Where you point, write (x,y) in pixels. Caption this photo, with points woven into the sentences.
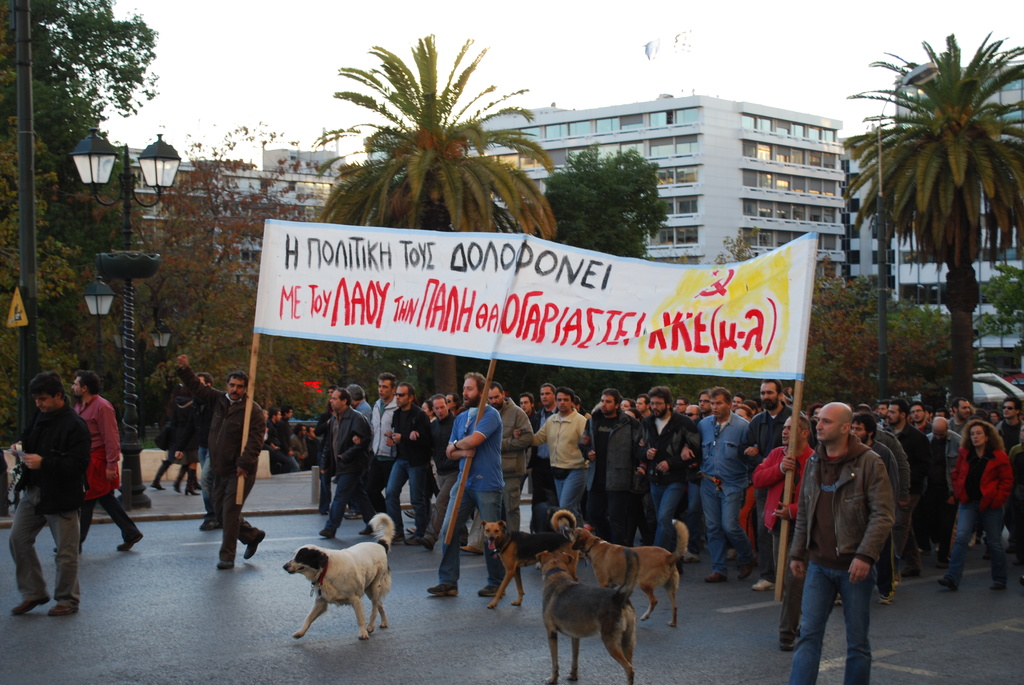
In this image it looks like there are so many people (711,476) who are protesting by holding the banner (428,320). There are dogs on the road (157,601). In the background (654,147) there are buildings (539,137) and trees (436,152). There are few people (905,468) walking on the road (912,593).
